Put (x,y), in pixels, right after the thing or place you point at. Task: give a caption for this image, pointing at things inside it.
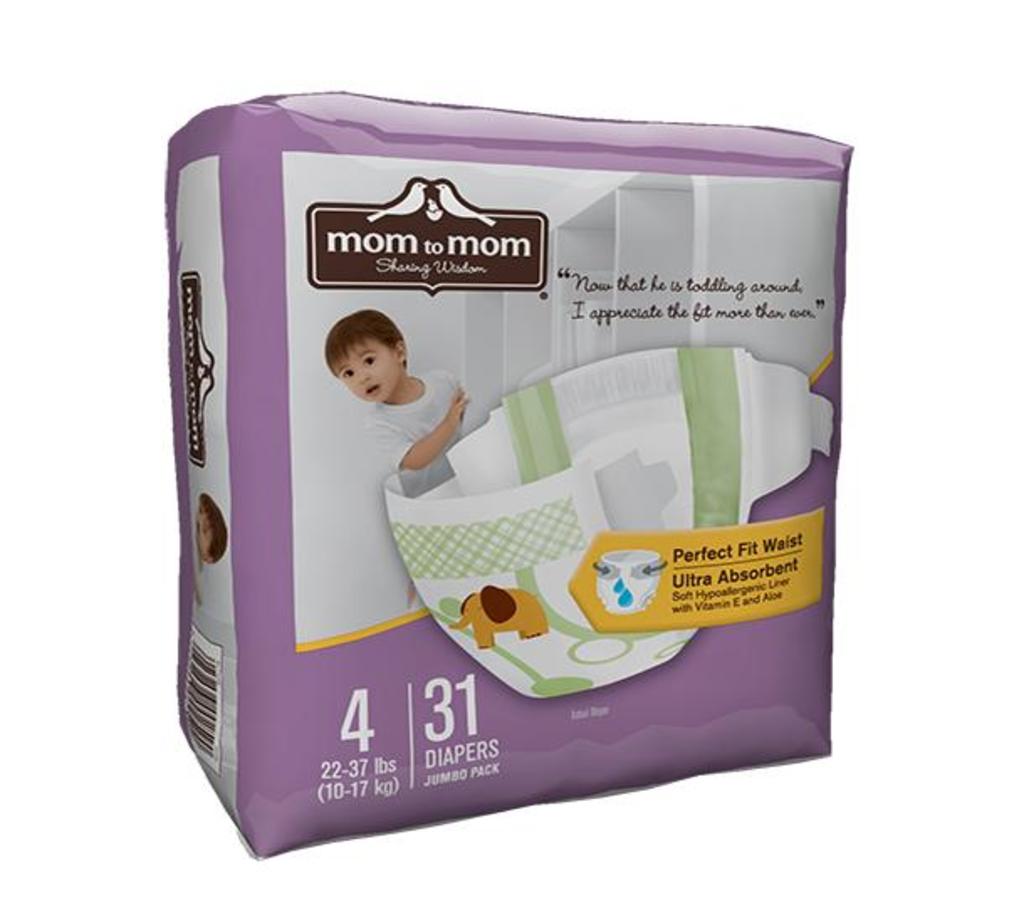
In this image there is a packet (580,525). On the packet (550,523) there is a kid (383,385). Before him there is a diaper (524,517). There is some text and paintings of birds (427,206) are there on the packet (521,504). Background (129,871) is in white color.
